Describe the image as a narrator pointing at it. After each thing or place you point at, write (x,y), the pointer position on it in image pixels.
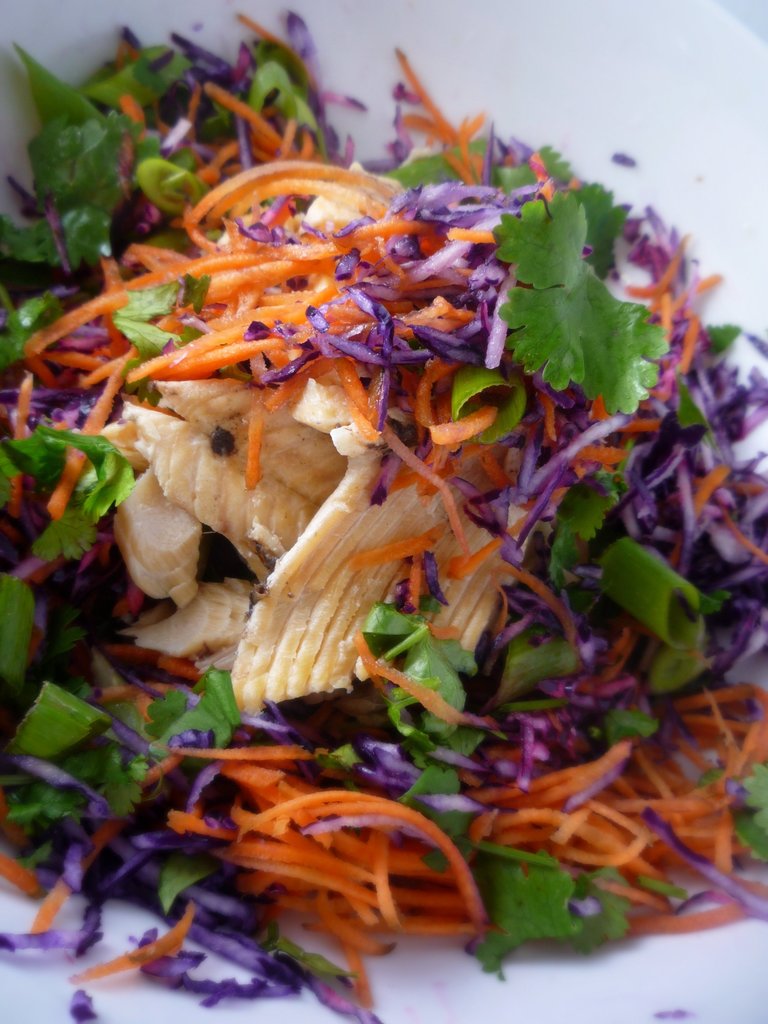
In this picture we can see some eatable item (174,509), which is very colorful.
